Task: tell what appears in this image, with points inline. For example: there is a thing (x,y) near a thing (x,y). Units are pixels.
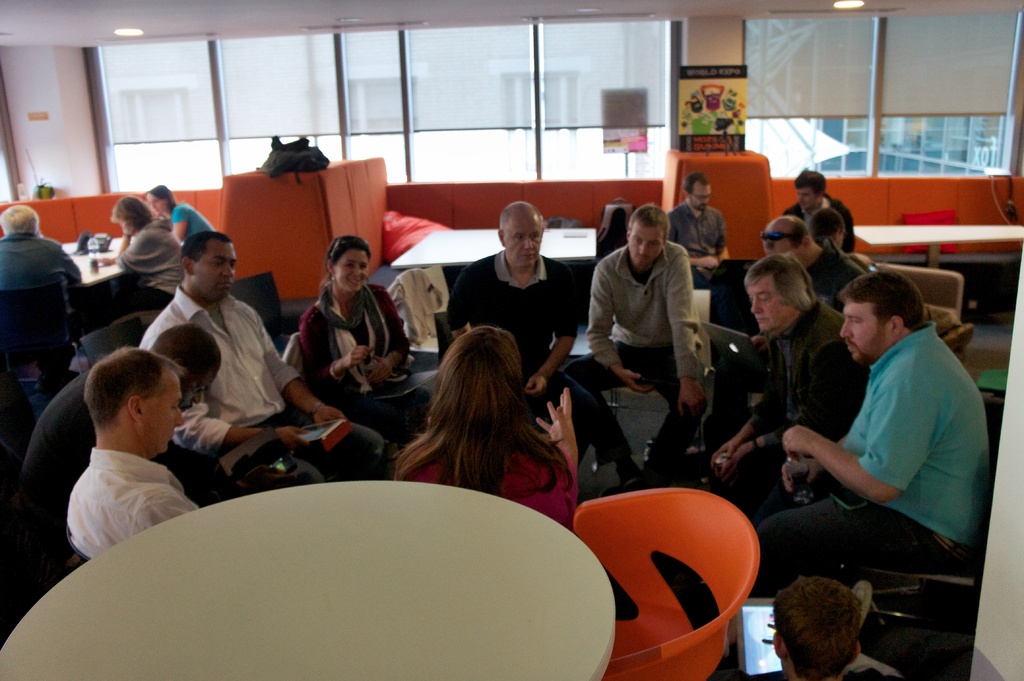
The picture is looking like it is a group meeting. In the center of the picture (473,322) there are many people (822,428) seated in chairs (996,417), there are some laptops (724,348). In the background (93,211) there are couches (344,211) in orange color. In the foreground (365,554) there is a table (330,564). On the top of the background (441,103) there are windows (549,92), through the windows (503,112) we can see buildings (558,93). On the top (845,8) to the ceilings (689,9) there are lights (123,32).
